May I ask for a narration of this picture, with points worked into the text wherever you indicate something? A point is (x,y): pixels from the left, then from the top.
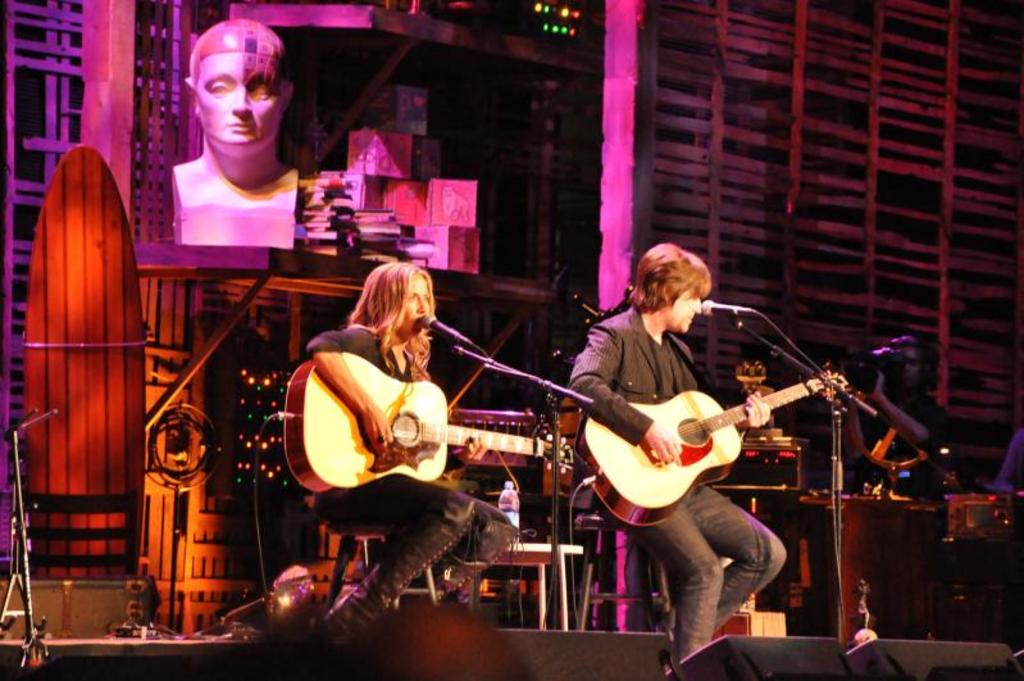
In this image we can see two people (759,540) are sitting and playing guitar (685,467). They are singing through the mic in front of them. In the background (916,358) we can see a person (917,407) holding video camera (866,382).
